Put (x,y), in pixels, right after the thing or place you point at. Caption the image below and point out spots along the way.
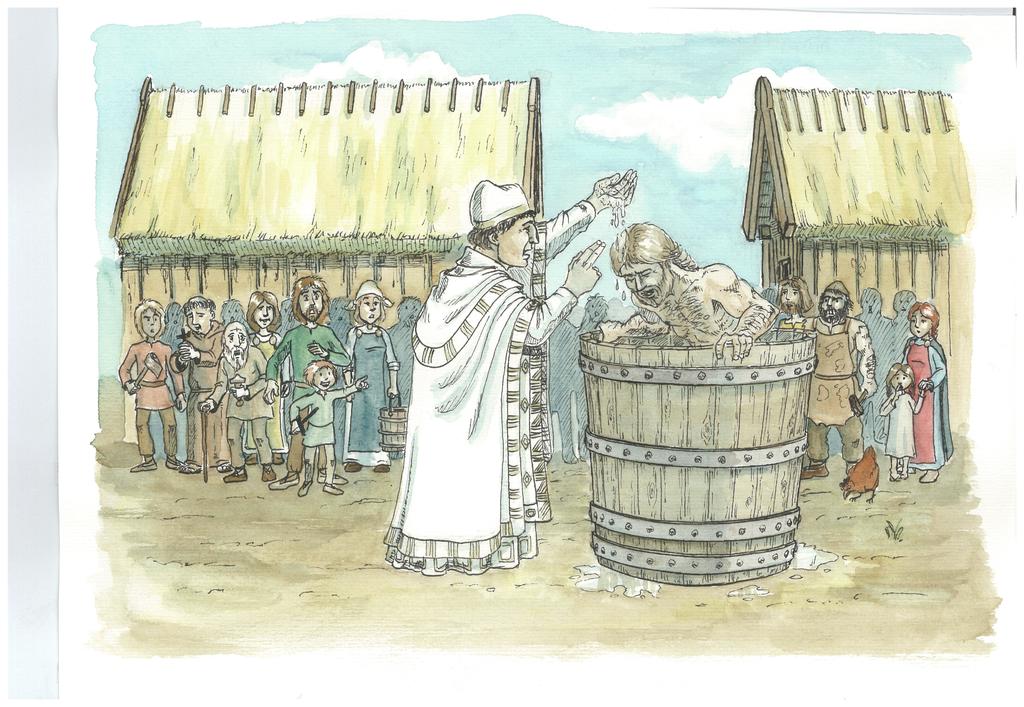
In the image we can see there is a person (706,300) standing in the wooden water drum (722,472) and there is a man (453,410) standing on the ground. The man (448,397) is pouring water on the person (760,308) standing in the wooden water drum (750,391) and there are spectators (929,349) standing and watching them. Behind there are two huts (370,162) and there is a cloudy sky (627,164). There is a hen (855,481) standing on the ground (872,521).
